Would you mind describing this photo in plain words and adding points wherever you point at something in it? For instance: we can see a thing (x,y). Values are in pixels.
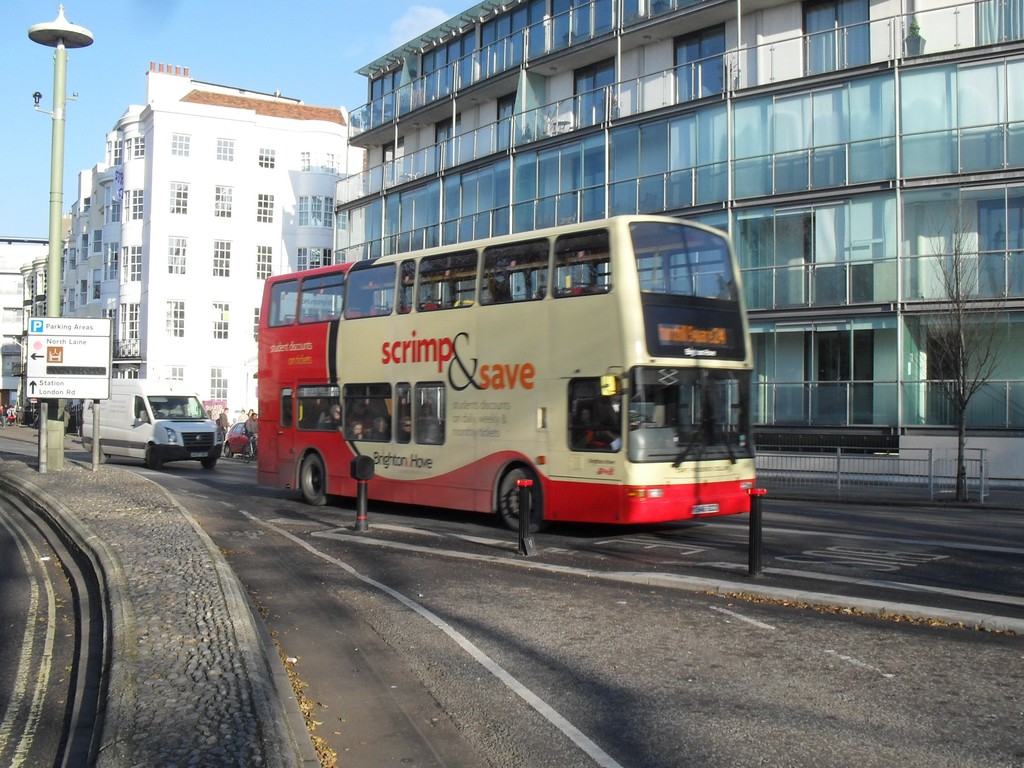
In the foreground (610,462) I can see a bus (323,454) and other vehicles (170,451) on the road (403,509). In the background (941,449) I can see a fence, tree (959,412), buildings (558,199), poles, boards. On the top (135,85) I can see the blue sky (173,57). This image is taken during a day on the road (290,624).
